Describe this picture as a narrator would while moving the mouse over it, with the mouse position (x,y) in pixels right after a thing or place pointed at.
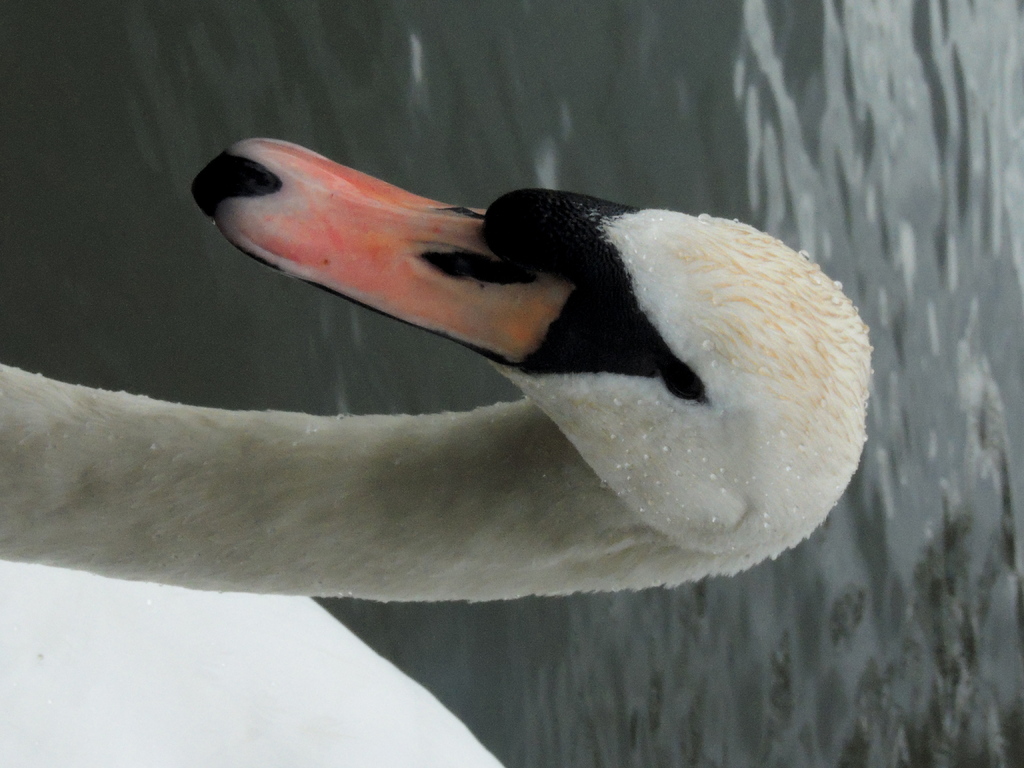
In this image I can see a bird (680,456) in white, black and orange color and I can see the water (818,595).
